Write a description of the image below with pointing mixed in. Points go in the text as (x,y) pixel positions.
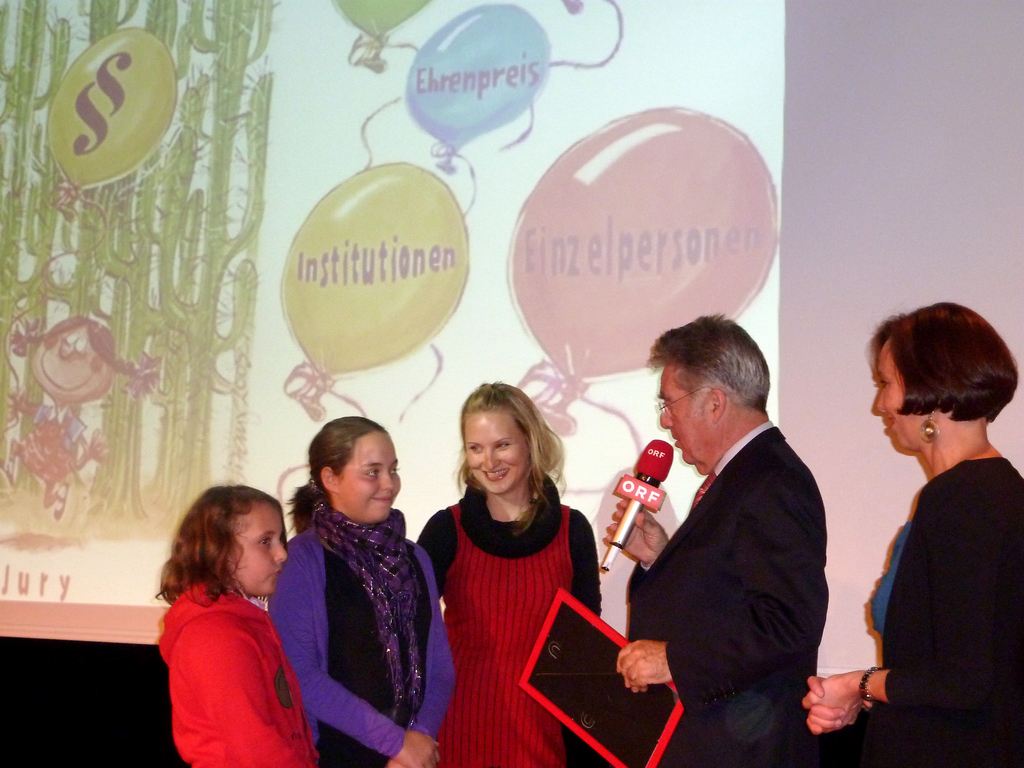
In this image in front (193,684) there are a few people (577,569) standing on the floor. Behind them there is a banner (322,307).
